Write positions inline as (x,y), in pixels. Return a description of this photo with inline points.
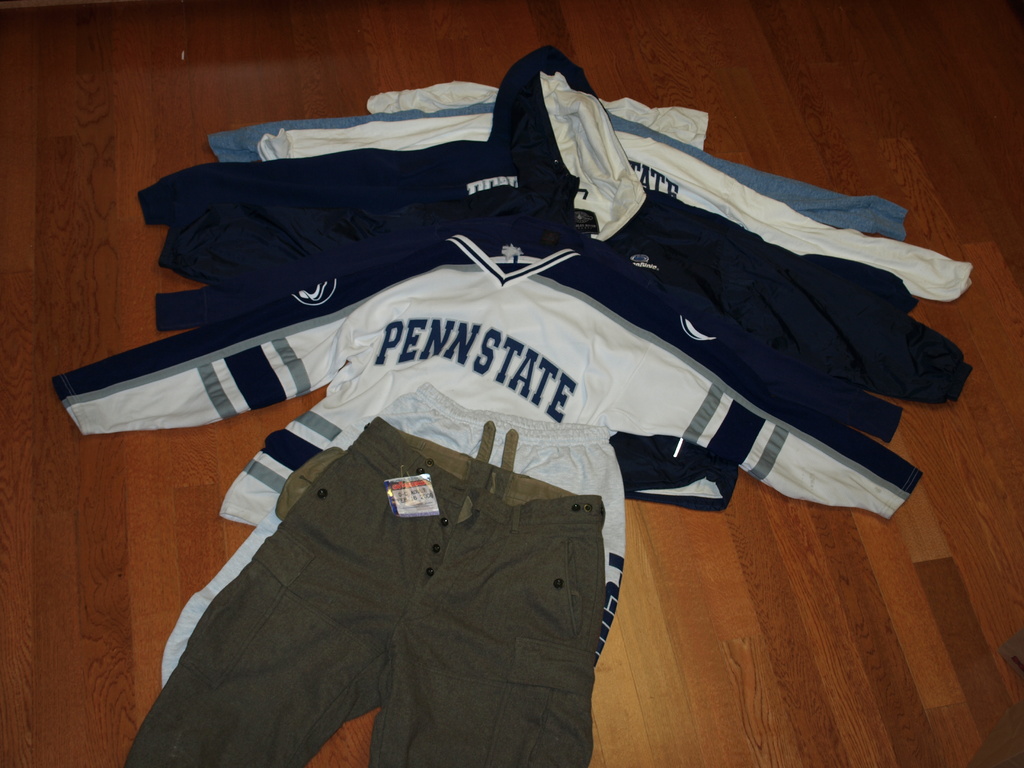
In this image there are so many t-shirts (527,359) and pants (321,487) kept on the wooden floor (6,728).
